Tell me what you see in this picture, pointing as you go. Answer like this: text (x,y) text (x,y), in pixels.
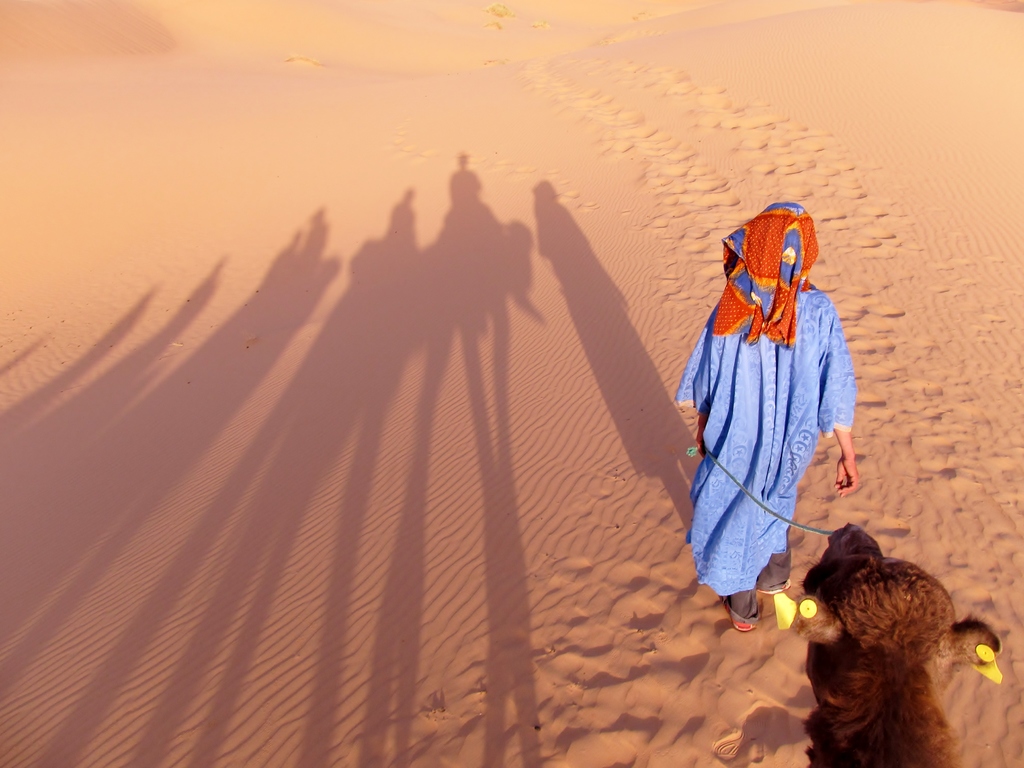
In the picture I can see a person (746,614) holding a rope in the left hand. I can see the head (926,605) of a camel (928,611) on the bottom right side (910,627). I can see the shadow (475,238) of a few persons (447,239) sitting on the camels (465,314).
